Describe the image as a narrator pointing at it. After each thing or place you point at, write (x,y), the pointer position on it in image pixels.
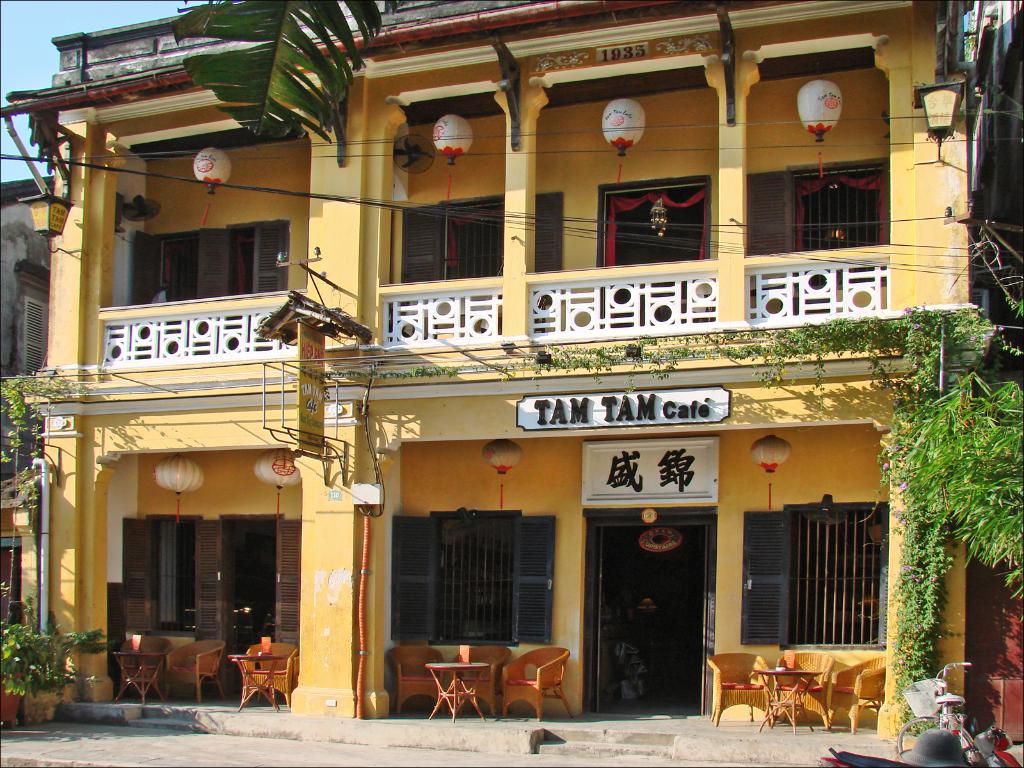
In the image we can see the building (727,587), fence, windows (830,565) and the door (654,594). We can even see there are chairs (811,691) and tables (782,703). Here we can see the lanterns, leaves (983,495) and the door (607,598). Here we can see electric wires (271,193) and the sky (45,38).
